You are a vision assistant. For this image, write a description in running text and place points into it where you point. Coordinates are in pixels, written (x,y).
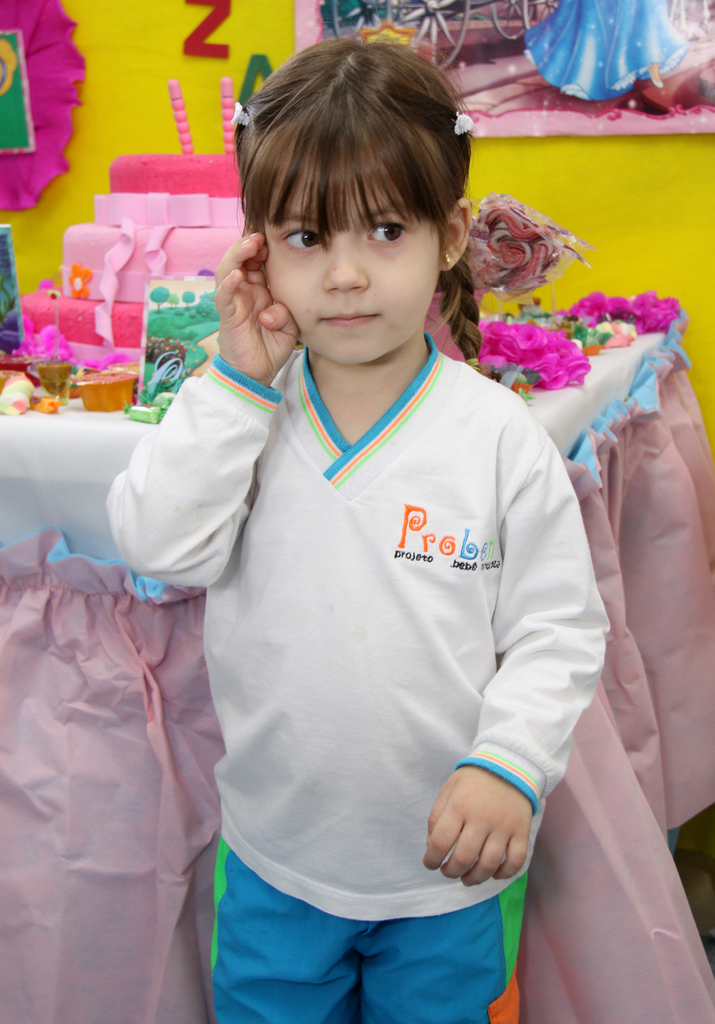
In this image, we can see a kid (324,532) standing and there is a table (43,442), there are some objects (174,334) placed on the table (672,342), we can see a yellow wall (291,19).
